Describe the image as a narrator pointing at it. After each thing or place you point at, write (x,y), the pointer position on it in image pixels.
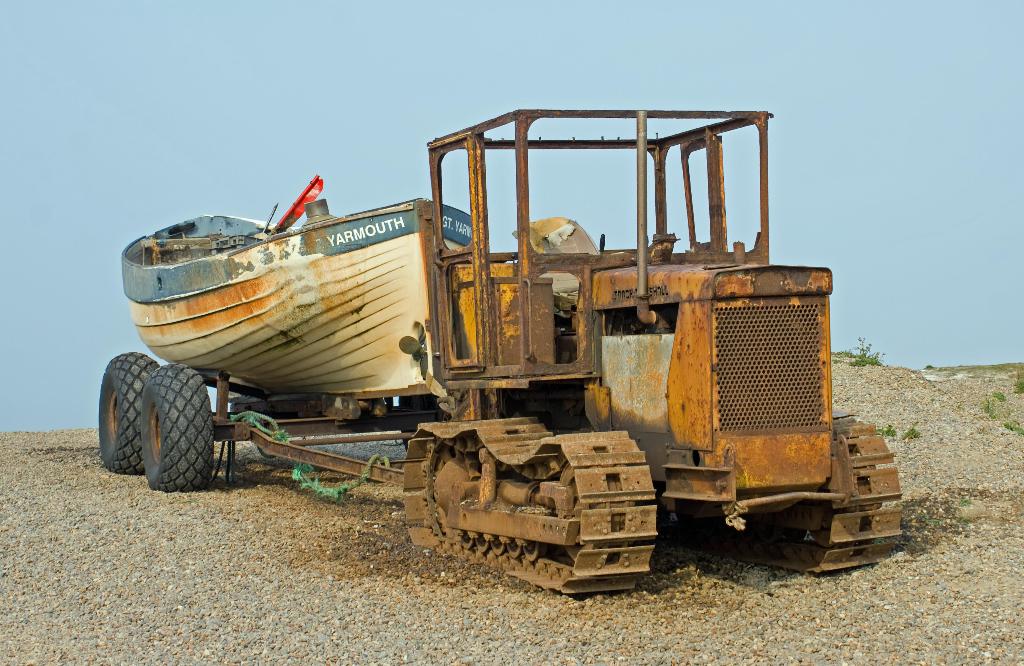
In this image we can see a bulldozer (612,459) on the ground (247,541). In the background (752,155) there is sky (813,192).
